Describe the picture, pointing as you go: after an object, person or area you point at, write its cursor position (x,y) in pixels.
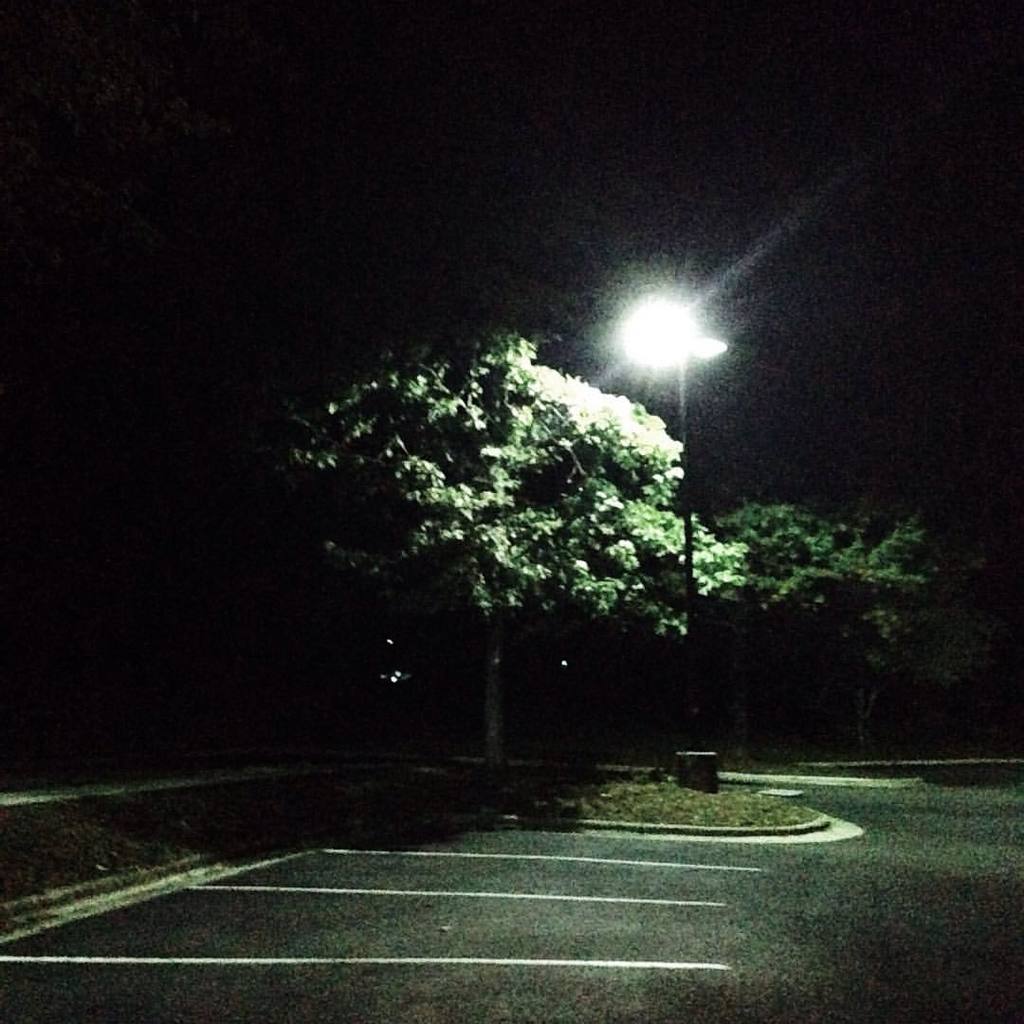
In this picture we can see the road (409,933), grass (78,846), light pole (690,655), trees (779,570) and in the background (305,183) it is dark.
